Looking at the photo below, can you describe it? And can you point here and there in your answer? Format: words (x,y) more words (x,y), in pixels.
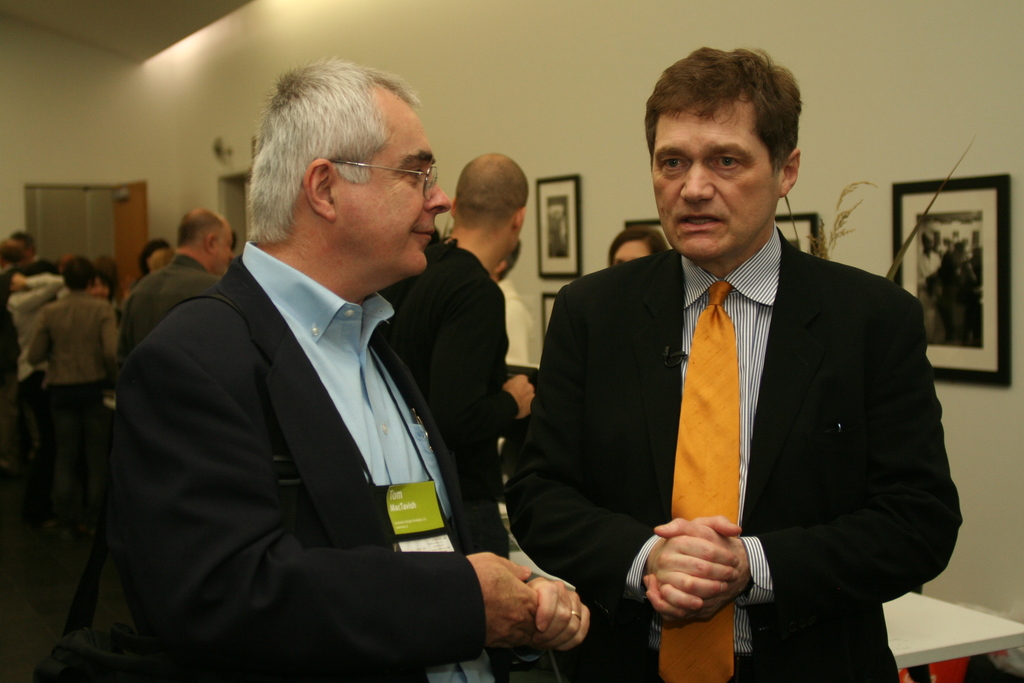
In this image there is a group of persons (302,455) standing, in the background (171,218) there is wall (947,159) to that wall (998,423) there are photo frames (927,237).
